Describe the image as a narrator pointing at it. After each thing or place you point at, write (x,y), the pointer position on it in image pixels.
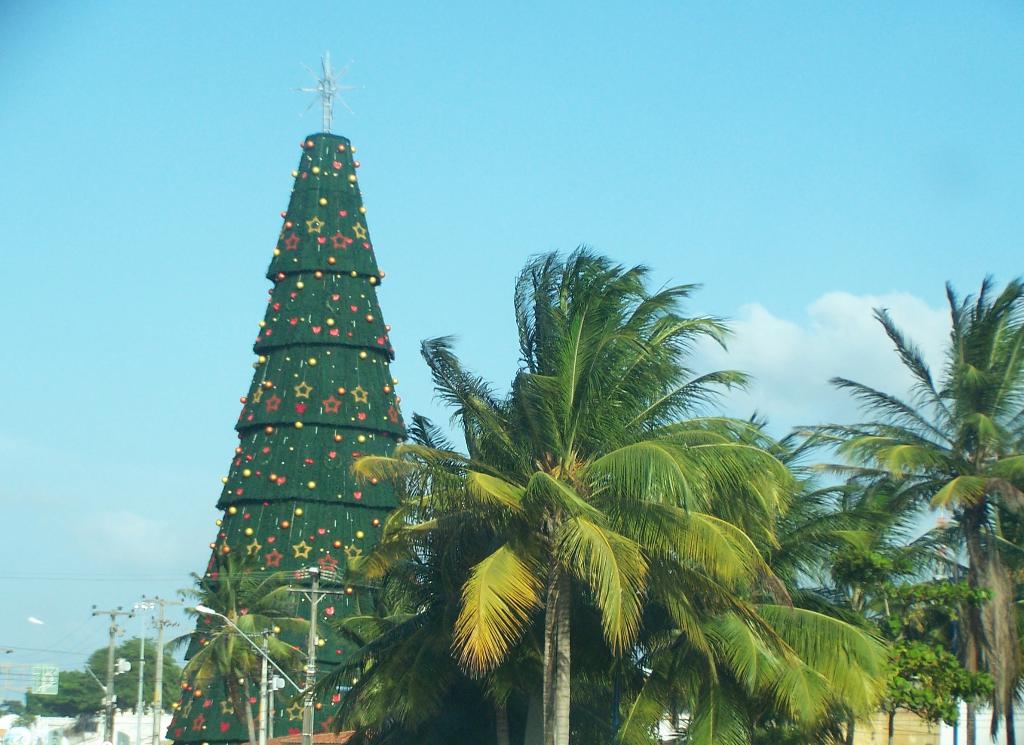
On the left side of the image (317,174) there is a depiction of a Christmas tree (371,435). There are trees (665,593). There are electric poles (157,695). At the top of the image (586,64) there is sky (586,90).
